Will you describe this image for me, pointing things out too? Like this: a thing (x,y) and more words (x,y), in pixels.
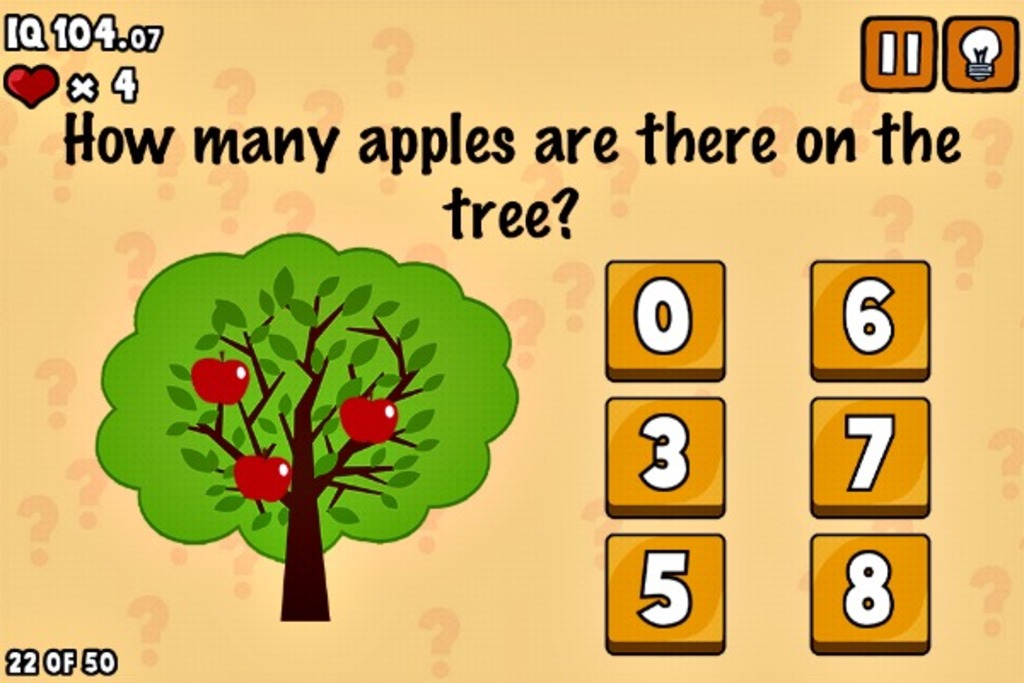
This is an animated picture. The picture looks like a screenshot. In this picture there are numbers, text (609,132), tree (370,319), apples (235,361) and other objects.
